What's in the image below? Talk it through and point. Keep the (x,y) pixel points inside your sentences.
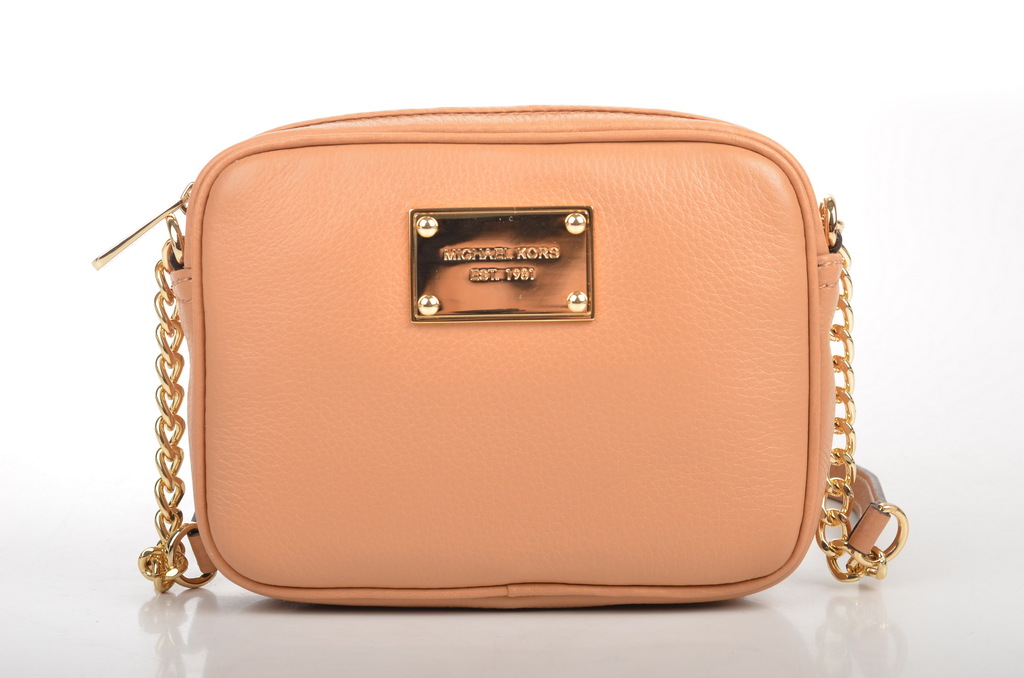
In the image we can see there is peach colour bag (561,420) and the handle (174,503) is in golden colour.
